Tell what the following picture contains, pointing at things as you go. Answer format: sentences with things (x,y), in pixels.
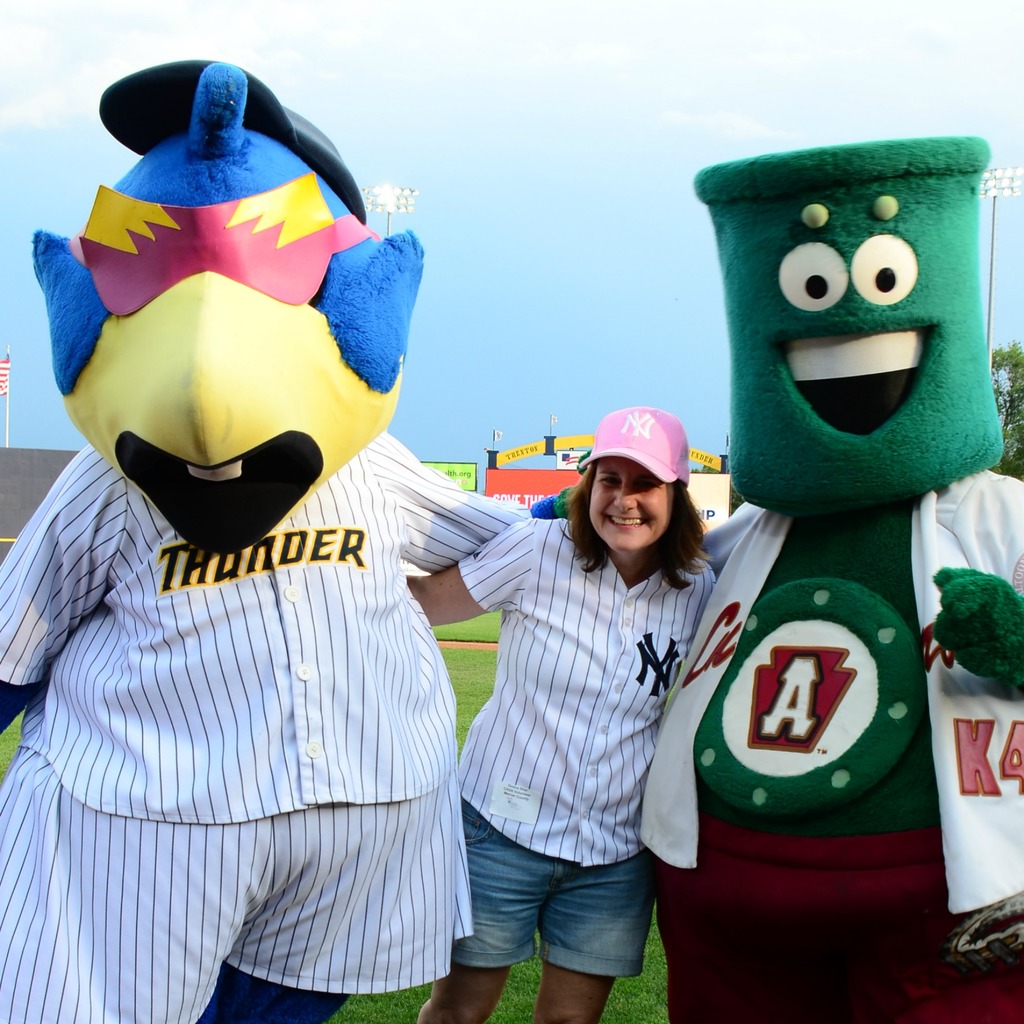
In the center of the image (541,519) we can see a lady (668,530) is standing and smiling and wearing a cap (674,458) and also we can see the clowns (678,760). In the background of the image (728,460) we can see the wall (45,475), boards (462,473), flagpoles (496,438), tree (1020,451), grass (480,618), electric light poles (403,193). At the top of the image (644,109) we can see the clouds (615,113) are present in the sky (643,328). At the bottom of the image (622,1022) we can see the ground (375,1017).
